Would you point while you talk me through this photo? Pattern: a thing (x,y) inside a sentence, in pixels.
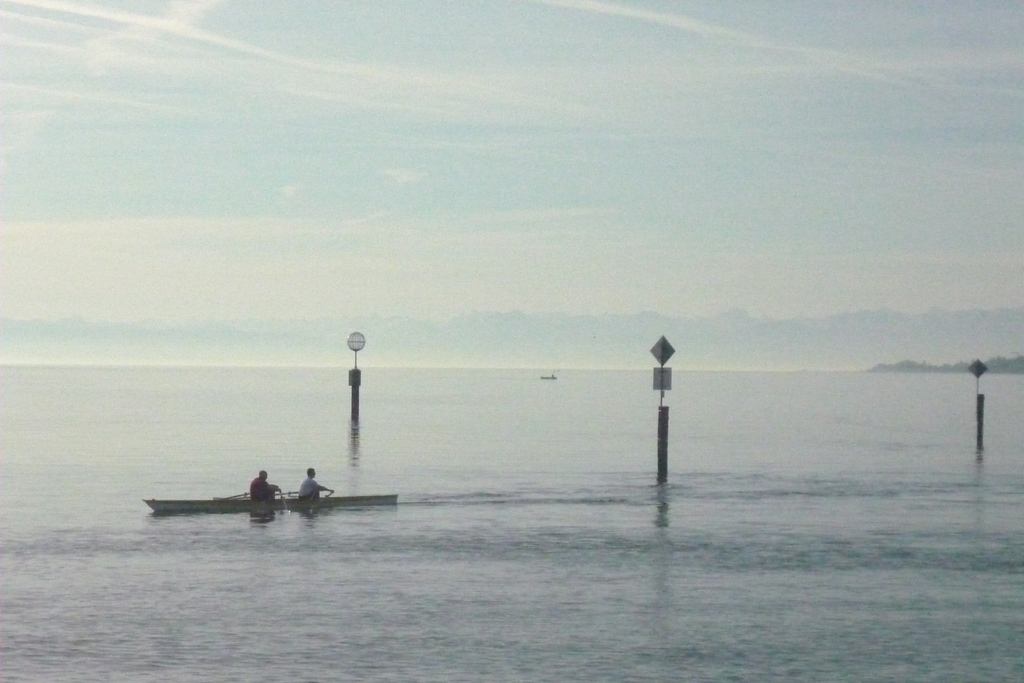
In the image we can see a boat (208,503) in the water (212,490) and in the boat (273,509) there are two people (308,489) sitting, wearing clothes (254,486). Here we can see the water (582,607), poles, boards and the cloudy sky (229,268).
